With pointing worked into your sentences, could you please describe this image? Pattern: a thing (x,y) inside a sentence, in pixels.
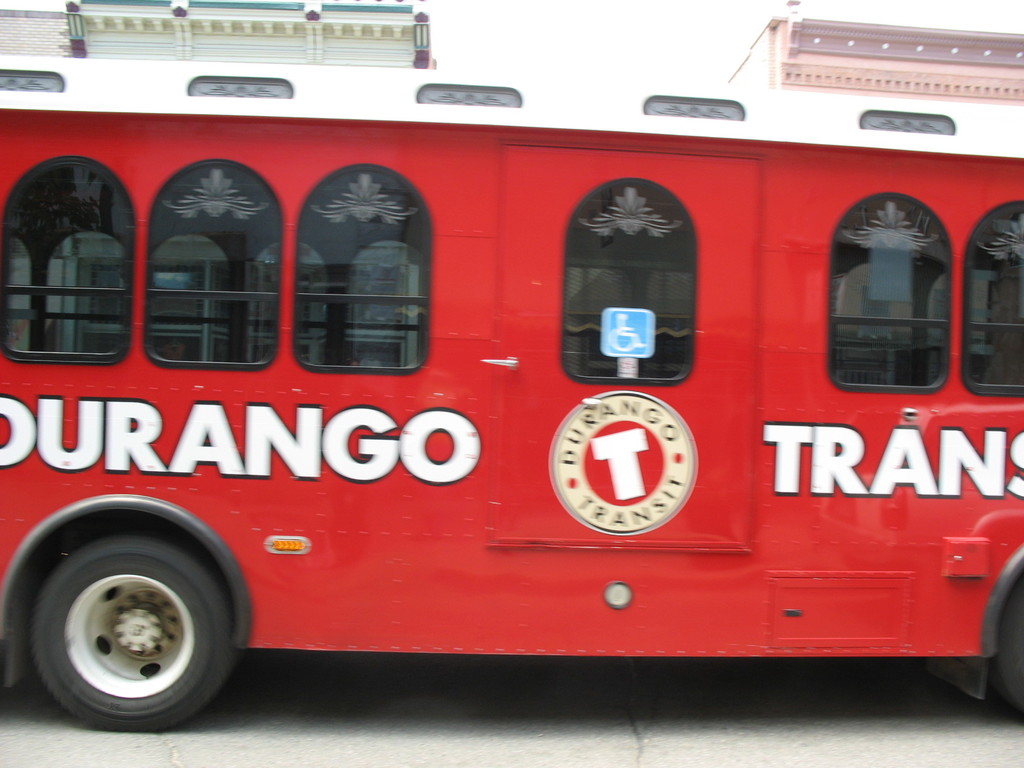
In the center of the image (532,258) there is a bus (633,490). In the background (346,49) there are buildings (916,66) and sky (571,24).
